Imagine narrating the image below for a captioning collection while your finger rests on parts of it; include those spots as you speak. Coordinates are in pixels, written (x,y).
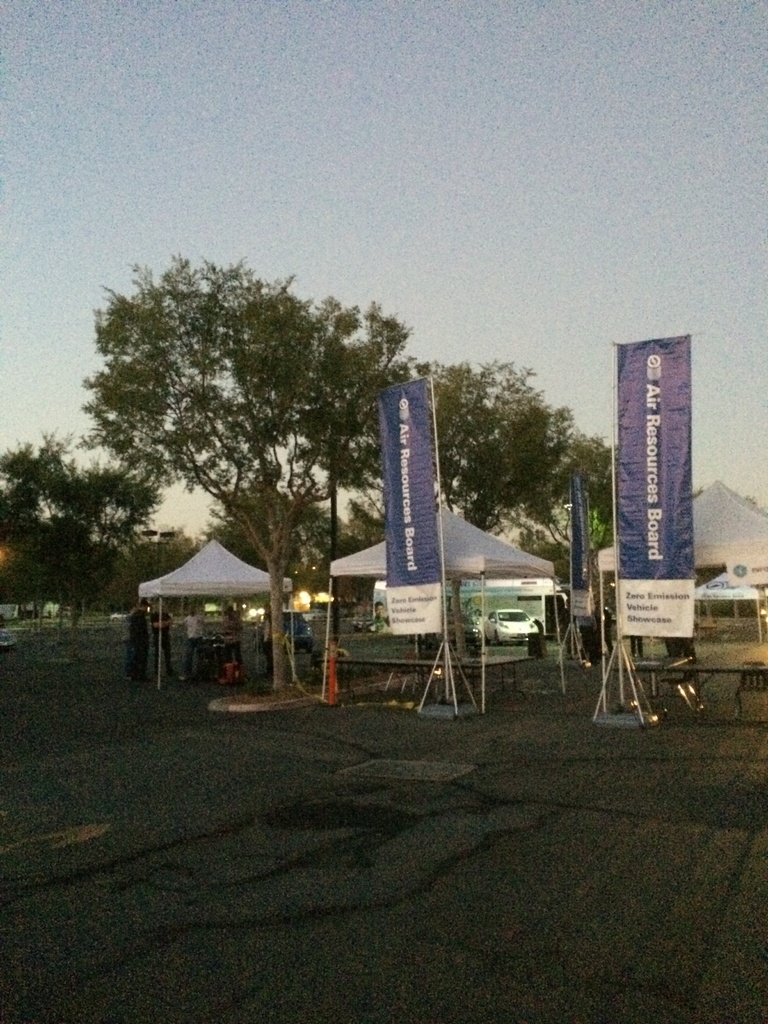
This picture shows few trees (510,389) and we see few tents (560,649) and couple of banners (582,485) and we see couple of cars (491,624) parked and few people (155,657) standing on the road (108,878) and we see a clear sky (331,29).
